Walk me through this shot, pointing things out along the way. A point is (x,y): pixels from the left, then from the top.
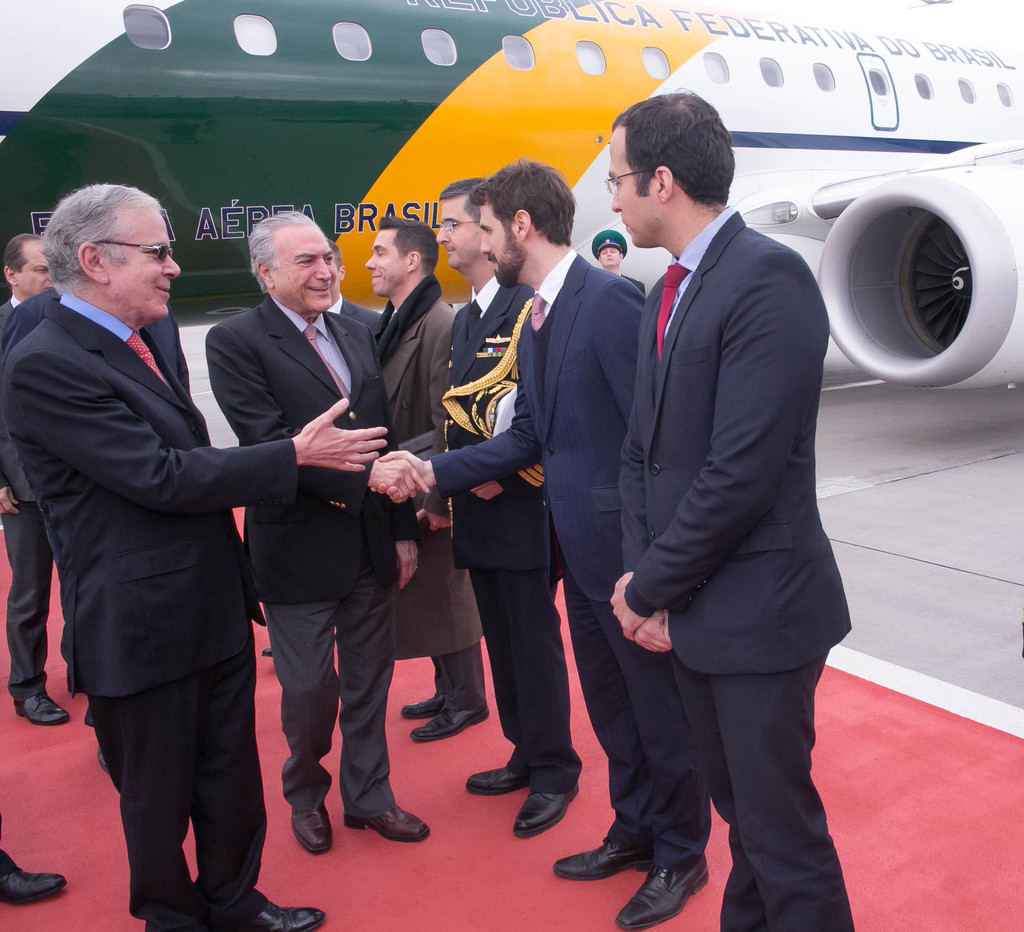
In this image there are a few people (377,404) standing and shaking hands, behind them there is a plane (790,139).
